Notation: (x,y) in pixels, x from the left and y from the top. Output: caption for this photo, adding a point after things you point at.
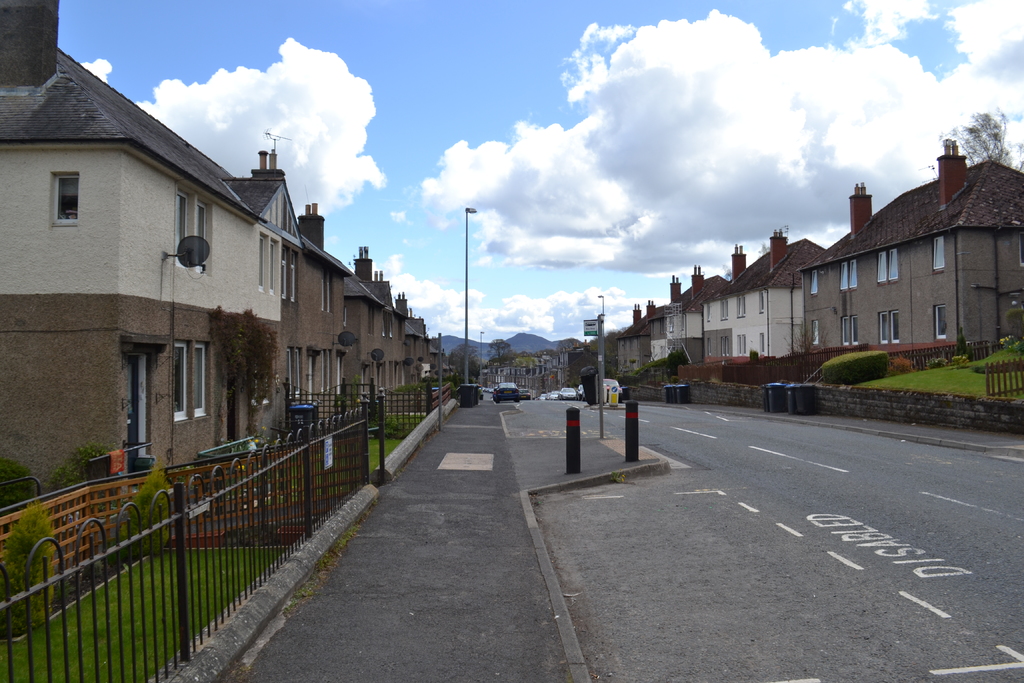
In this image there are iron grills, fence (1017,384), grass (970,364), plants (39,506), poles (600,354), lights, boards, vehicles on the road (749,601), buildings (374,335), trees (507,358), hills (519,349), and in the background (458,220) there is sky (668,126).
